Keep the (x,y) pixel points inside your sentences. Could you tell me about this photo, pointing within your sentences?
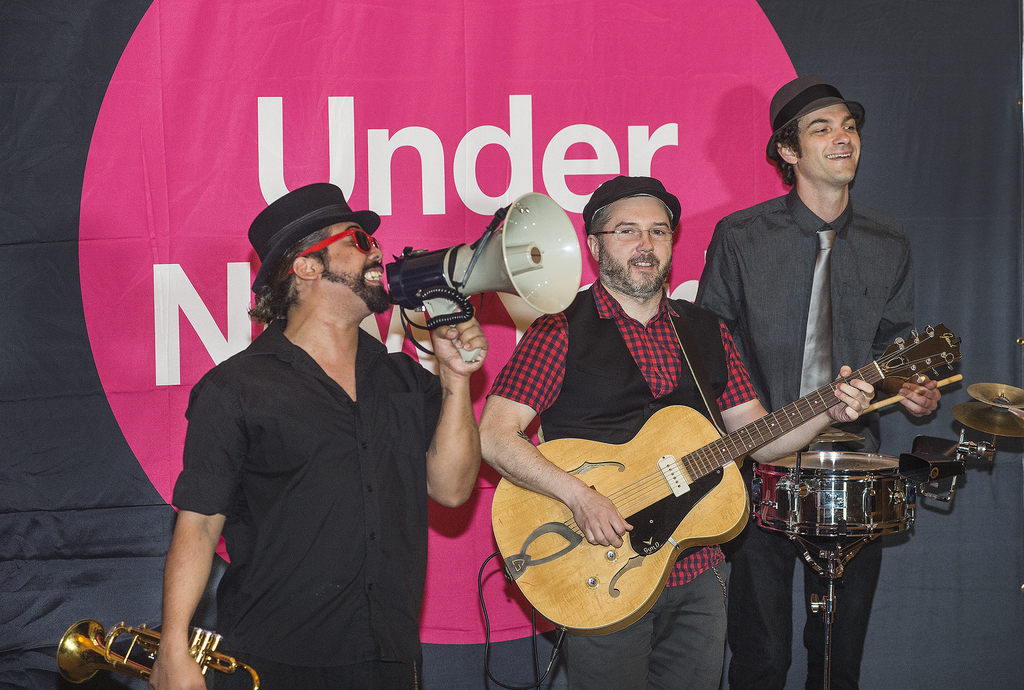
This is the image of a man (291,253) who is shouting in the speaker (405,265) by wearing a black color hat (261,256), red color spectacles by holding the trumpet (85,625) and next to him there is another man (616,386) who is playing guitar (547,566) by holding in his hand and there is another man (734,577) who is standing and smiling by playing the drums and at the back ground (708,30) there is a banner (179,102) with some words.
